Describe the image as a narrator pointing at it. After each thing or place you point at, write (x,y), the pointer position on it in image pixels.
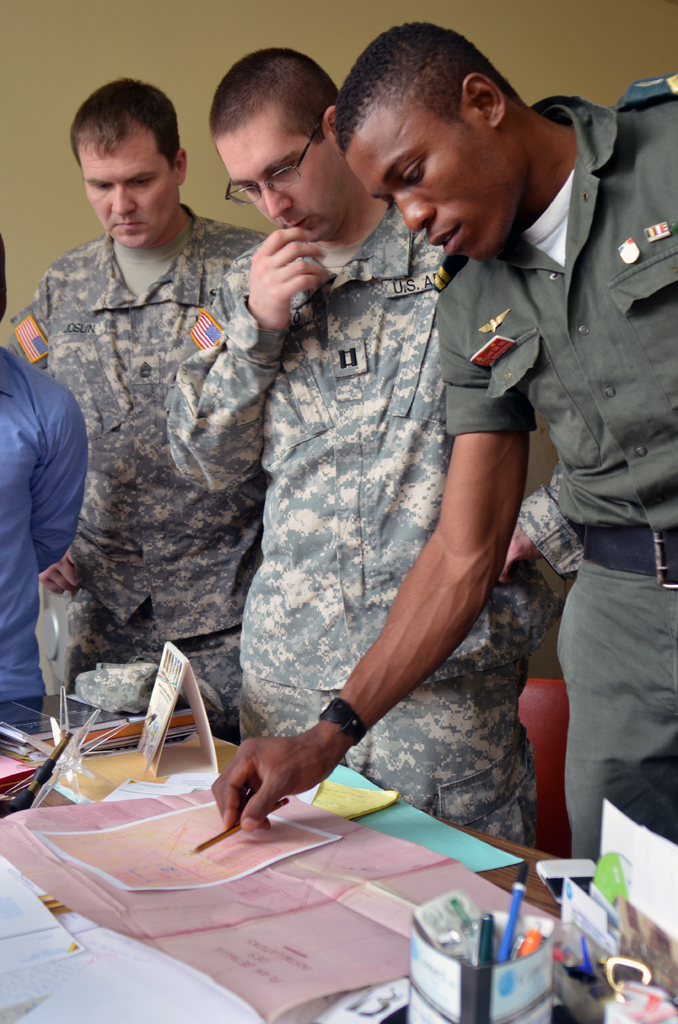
In this picture there are men (270,106) in the center of the image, it seems to be they are soldiers (320,253).
